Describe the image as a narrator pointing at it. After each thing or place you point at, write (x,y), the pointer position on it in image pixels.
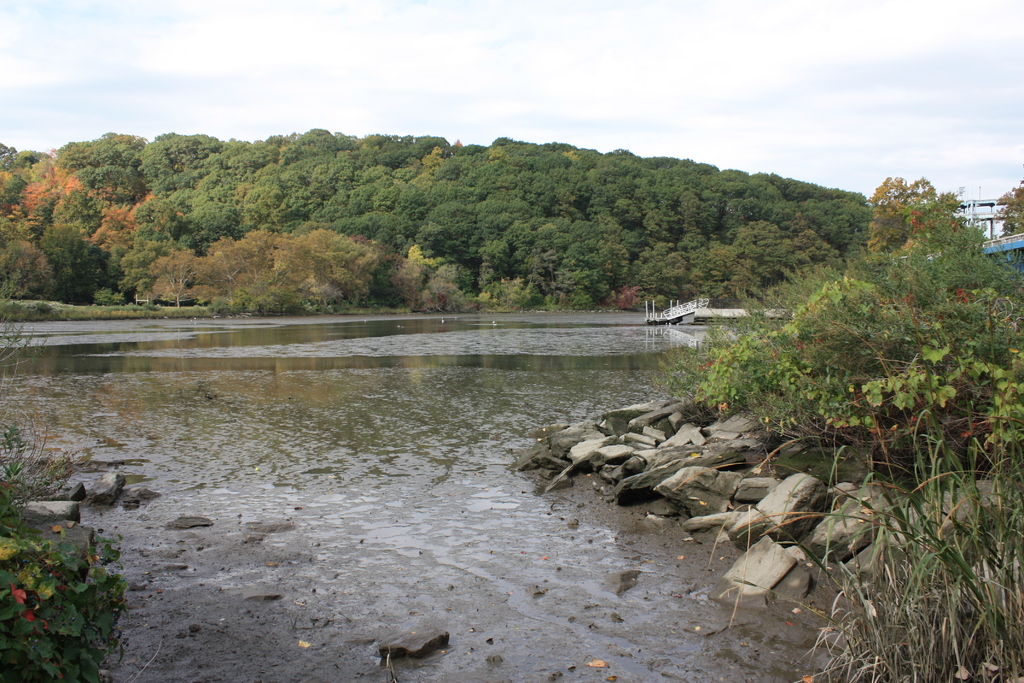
This picture might be taken outside of the city. In this image, on the right side (782,346), we can see some plants (898,357) and trees (898,254), bridge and a building (990,234), we can also see a dock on the water (667,349). On the left side (116,563), we can also see some plants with coloured leaves (100,560). In the background (198,245), we can see some trees (302,194). On the top (522,94) there is a sky (526,99), at the bottom (388,502), we can see water (384,523) and some stones (695,506).
